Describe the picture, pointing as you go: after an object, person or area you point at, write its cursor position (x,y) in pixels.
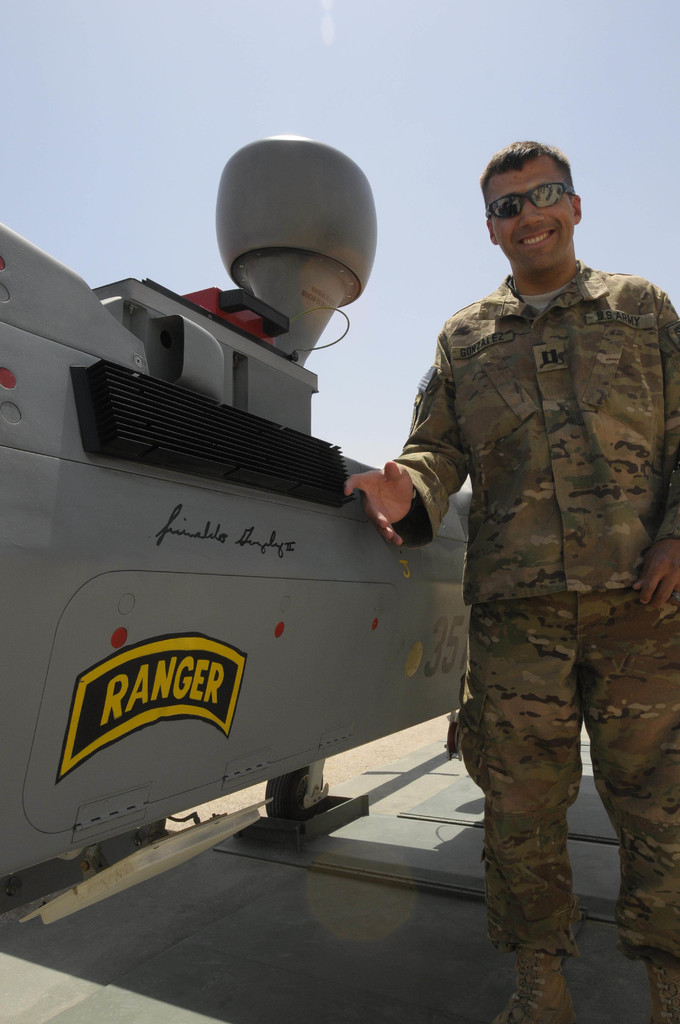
In this picture I can see a man (469,451) standing and smiling, there is an object (235,368), and in the background (448,124) there is the sky (448,133).
